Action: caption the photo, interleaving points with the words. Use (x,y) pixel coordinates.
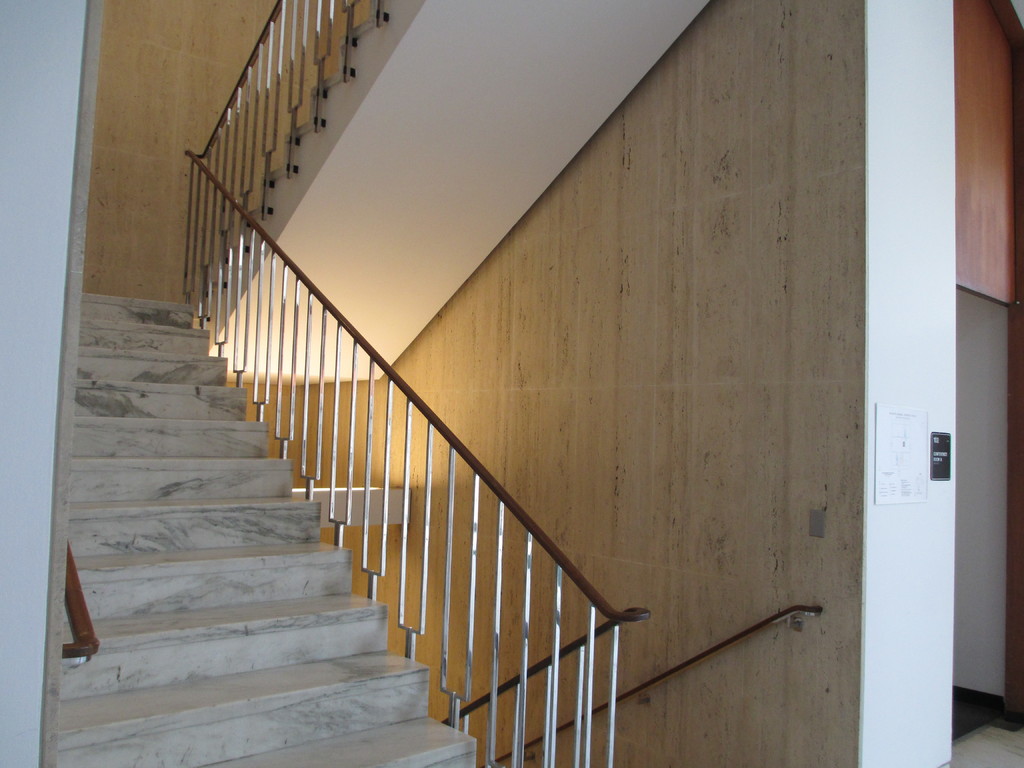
In this image there are stairs (314,649), poles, posters (908,488) to the wall (908,507) inside the building (544,496).
